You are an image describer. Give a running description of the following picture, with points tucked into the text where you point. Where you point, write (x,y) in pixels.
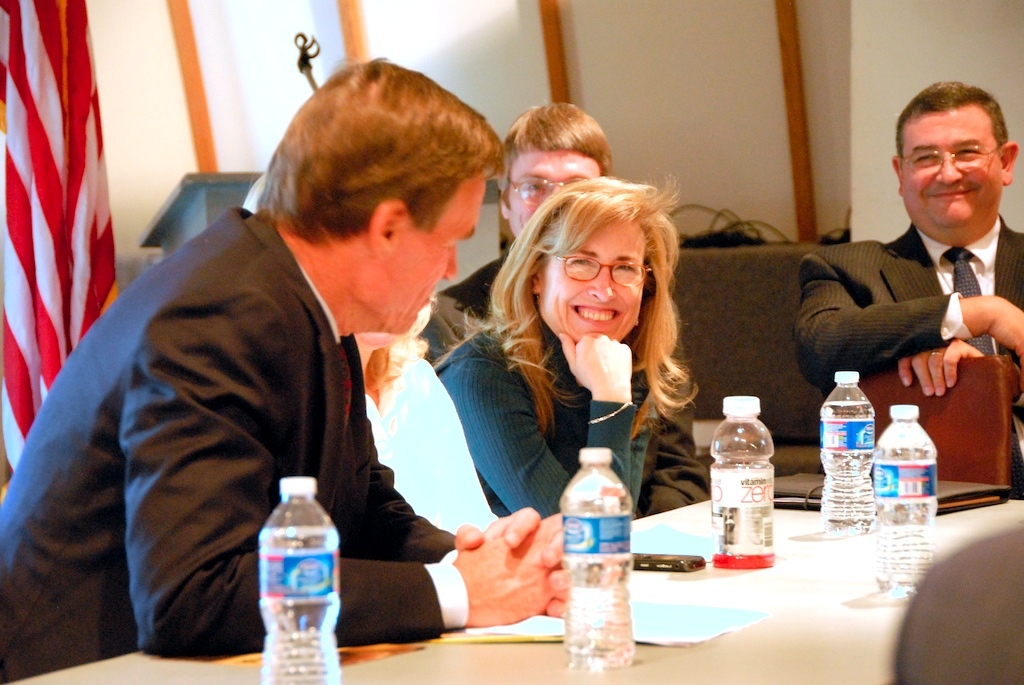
In this image we can see a few people (525,516) sitting on the chairs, in front of them, we can see a table (644,580), on the table (739,571) there are some water bottles (622,592), papers (694,612) and some other objects (644,564), in the background (715,154) we can see a flag (84,186), podium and the wall (710,1).
